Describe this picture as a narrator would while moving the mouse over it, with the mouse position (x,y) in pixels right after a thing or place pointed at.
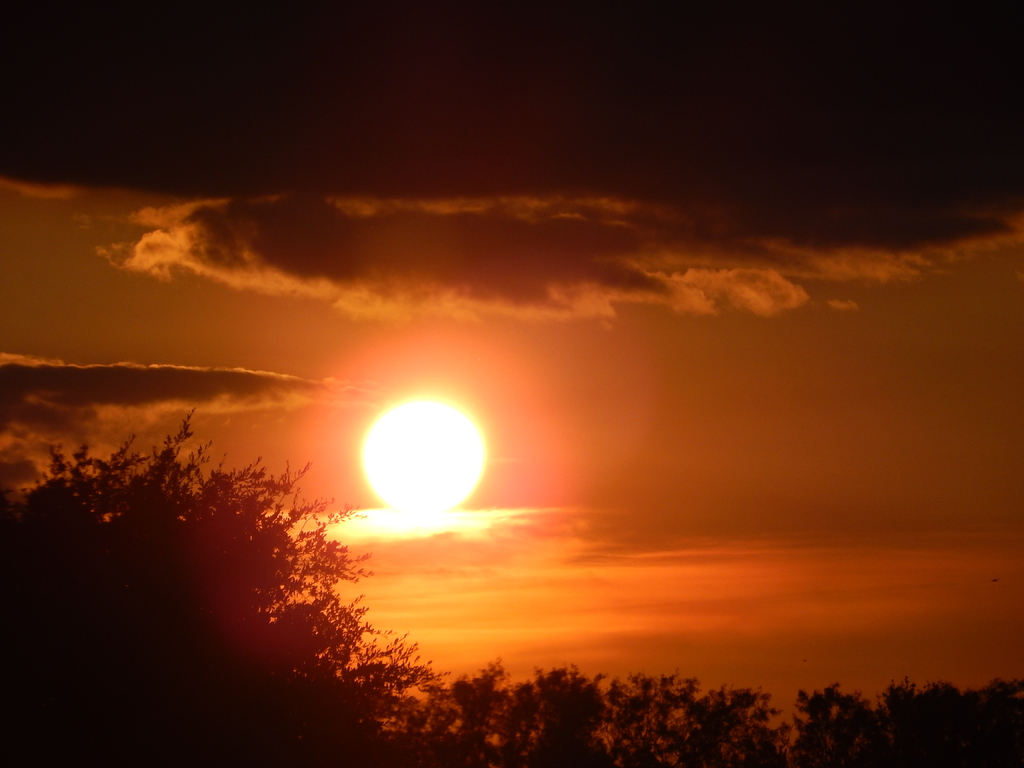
In this image there are trees (365,691), at the top of the image (315,248) there is sun (406,413) and clouds (523,290) in the sky (528,392).
